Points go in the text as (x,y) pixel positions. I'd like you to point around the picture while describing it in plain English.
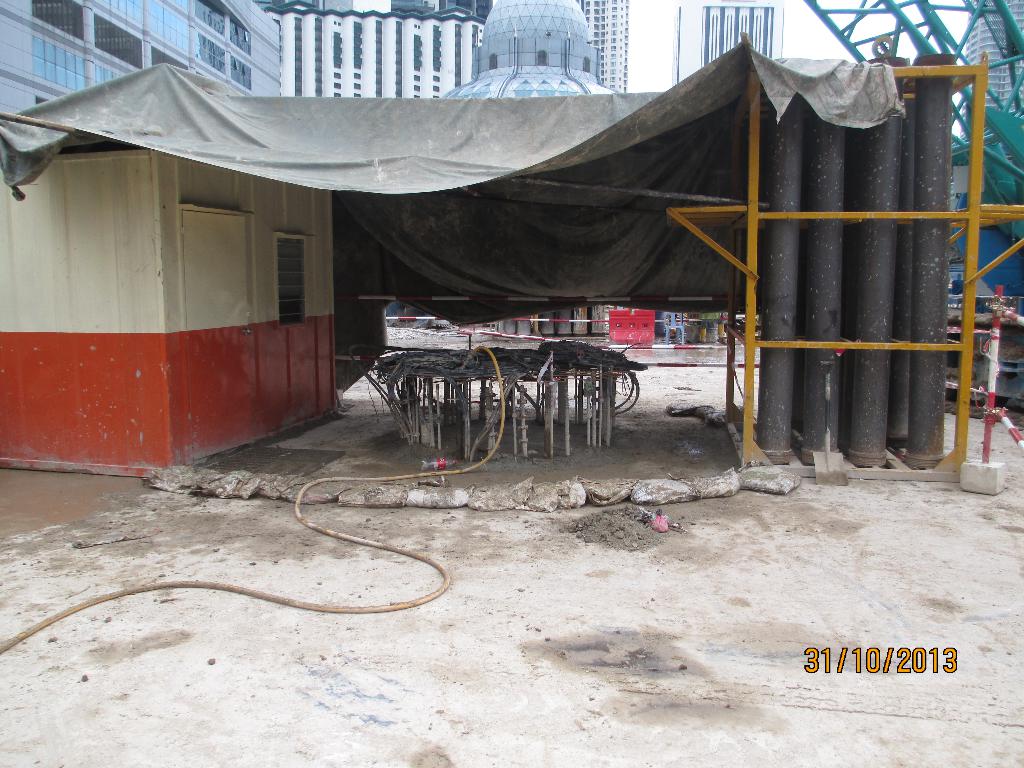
In this image I can see the ground (634,655), a pipe (436,561), few black colored huge pipes (825,296), few metal rods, a black colored sheet (507,188) and a shed (178,269). In the background (533,51) I can see few buildings (543,42), few metals rods (822,12) and the sky (804,50).
